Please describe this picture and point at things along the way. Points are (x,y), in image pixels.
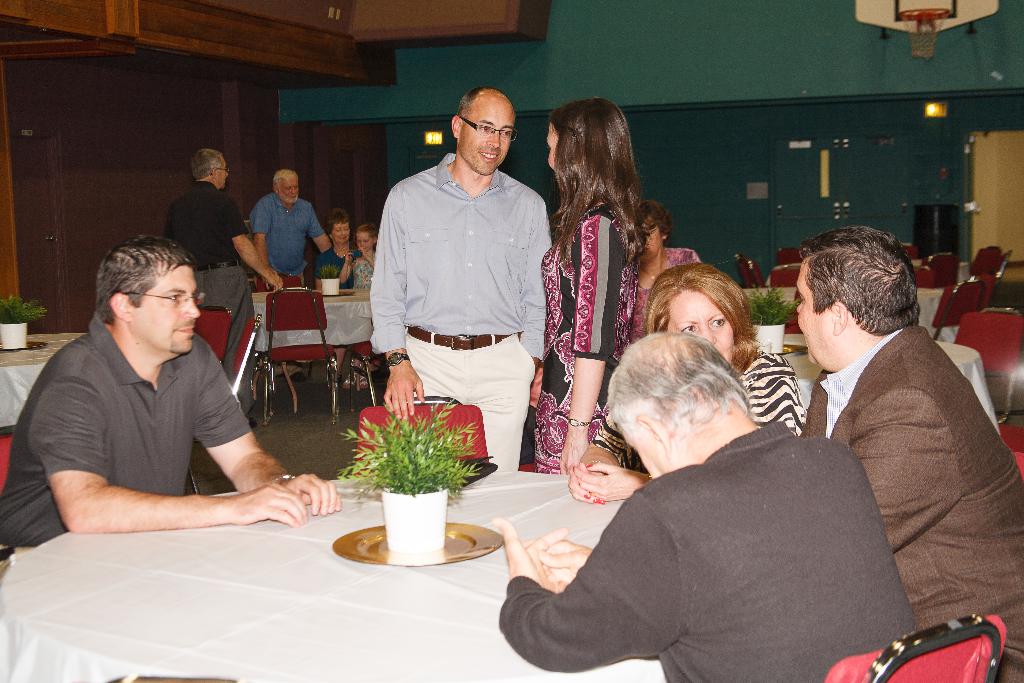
In the image we can see there are lot of people (797,413) who are sitting in a chair (911,669) and in front of them there is a table (457,517) on which there is a plate (441,560) and a plant (409,469) which is kept in a cup (417,512) and there is a basket ball net (933,39).
